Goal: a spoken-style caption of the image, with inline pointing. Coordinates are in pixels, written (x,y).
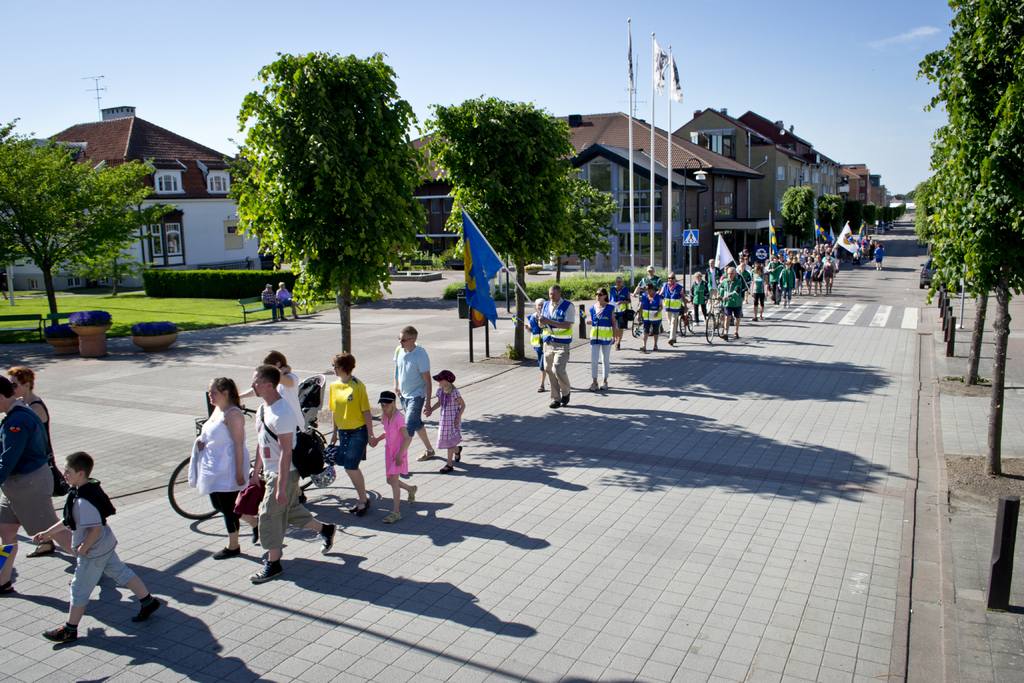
In the middle of the image (644,328) few people (23,370) are walking and holding flags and bicycles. Behind them there are some trees (465,139) and poles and buildings (149,155). At the top of the image (633,107) there are some clouds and sky (558,107). In the middle of the image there is a bench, on the bench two persons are sitting. Behind them there are some plants (239,279) and grass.
